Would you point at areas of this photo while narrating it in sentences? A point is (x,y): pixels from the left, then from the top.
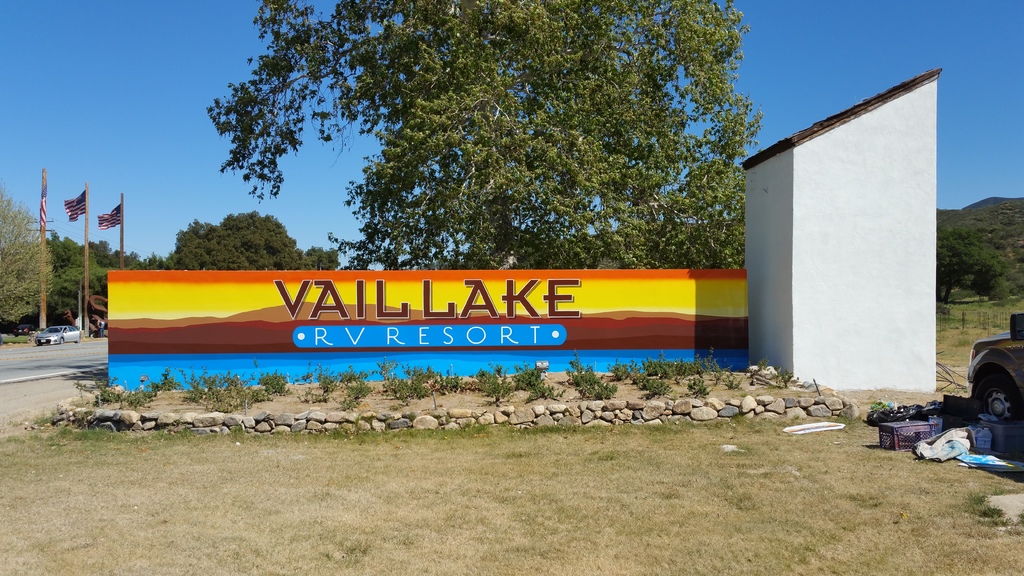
In this picture I can see text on the wall (303,332) and I can see trees (558,197) and flags (119,218) to the poles (122,253) and I can see cars (52,337) and few plants (385,394) and a vehicle (973,383) at the bottom right corner of the picture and I can see a box (912,437) and few bags (936,446) on the ground (891,462) and I can see blue sky (835,94) and a small room (880,297).
